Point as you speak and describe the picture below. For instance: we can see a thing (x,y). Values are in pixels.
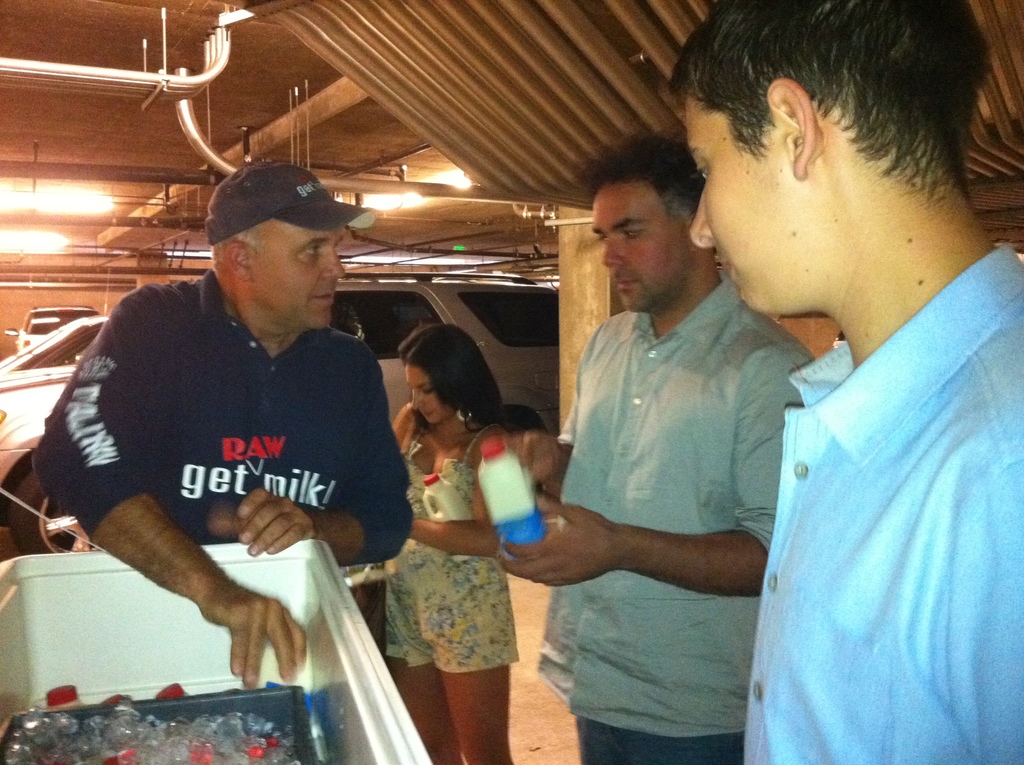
In the image we can see there are people (623,375) standing, wearing clothes (667,394) and some of them are holding an object (521,496) in their hands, and one among them is wearing a cap (243,201). Here we can see the container (96,612) and in the container (84,673) we can see some objects (134,716). Here we can see floor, lights (41,242) and vehicles (70,310).
